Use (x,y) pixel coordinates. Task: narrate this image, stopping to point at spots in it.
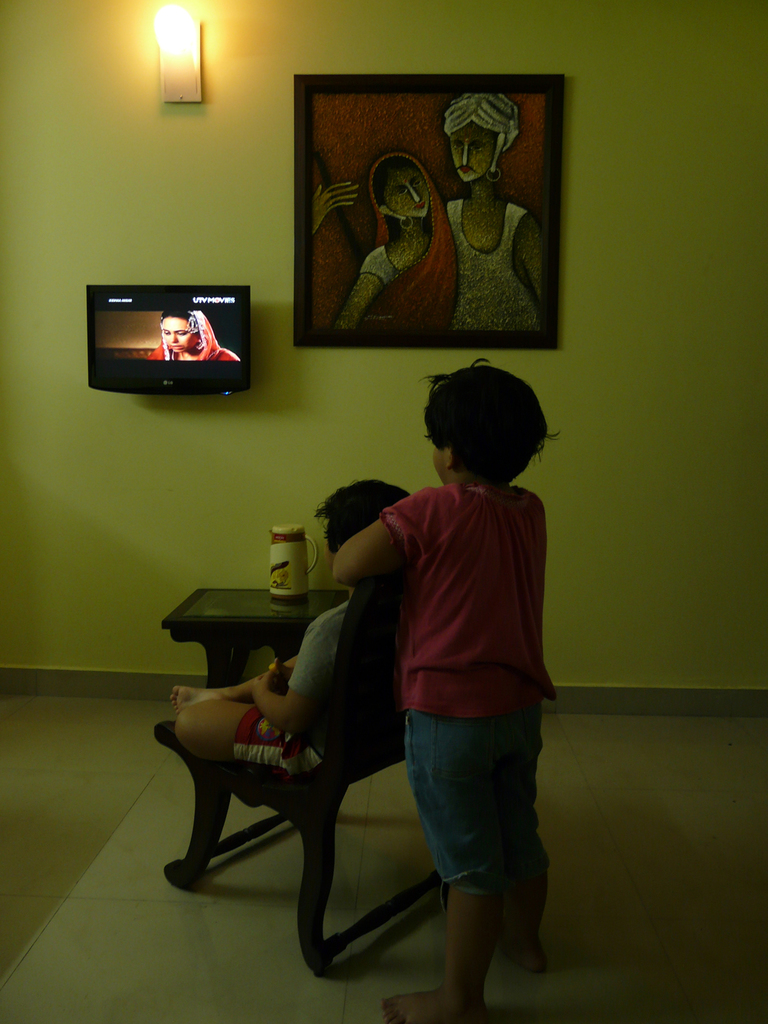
this is a inside view of a room (269,468) and there is a photo frame (311,115) attached to the wall (75,62) and there is a light (197,52) attached to the wall (155,240). And there are two children (342,641) visible and one children (523,617) stand on the floor (568,847) and another children (217,736) sit on the chair (161,737) and in front of them there is a table (239,590), on the table (204,624) there is a jar (296,560).
